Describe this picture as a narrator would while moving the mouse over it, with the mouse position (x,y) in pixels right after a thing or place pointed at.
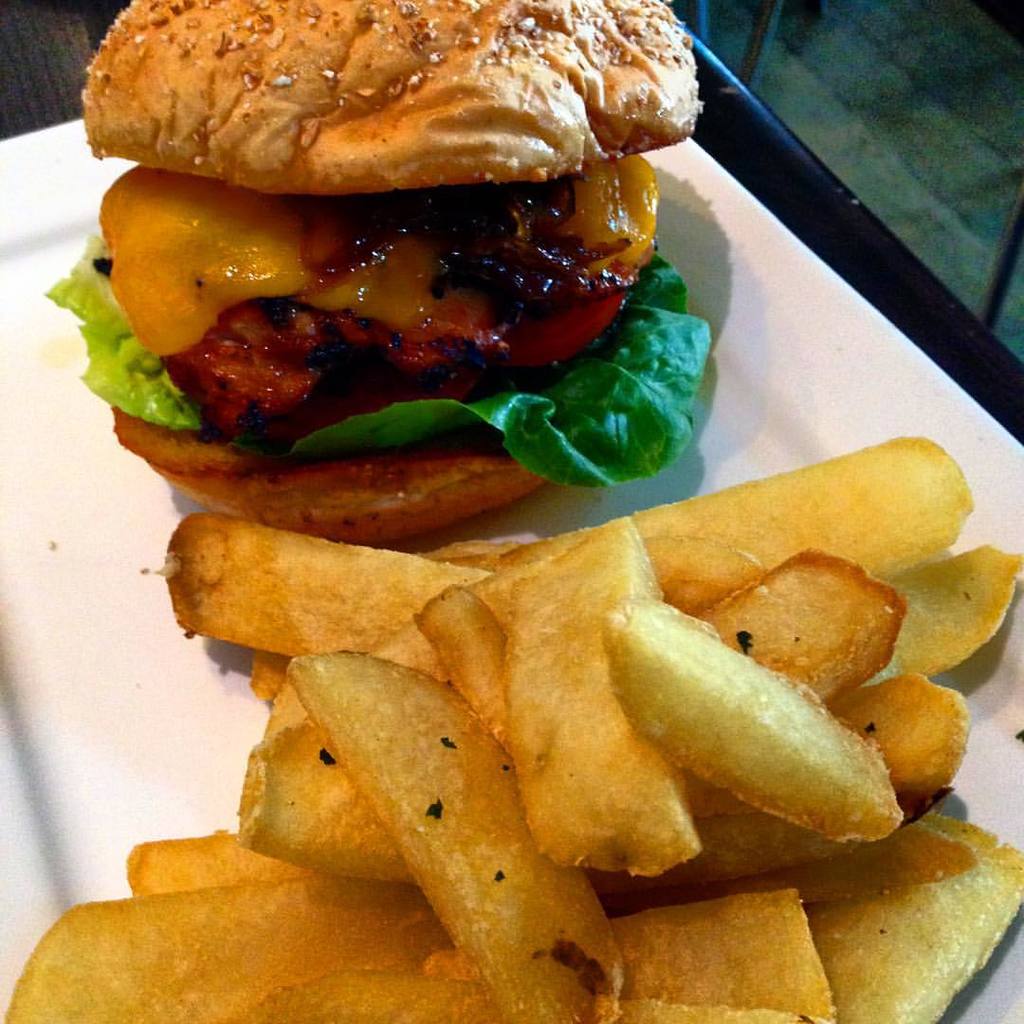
In this image I can see a plate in which french fries (629,692) and a bread sandwich (351,311) is there kept on the table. This image is taken may be in a hotel (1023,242).
